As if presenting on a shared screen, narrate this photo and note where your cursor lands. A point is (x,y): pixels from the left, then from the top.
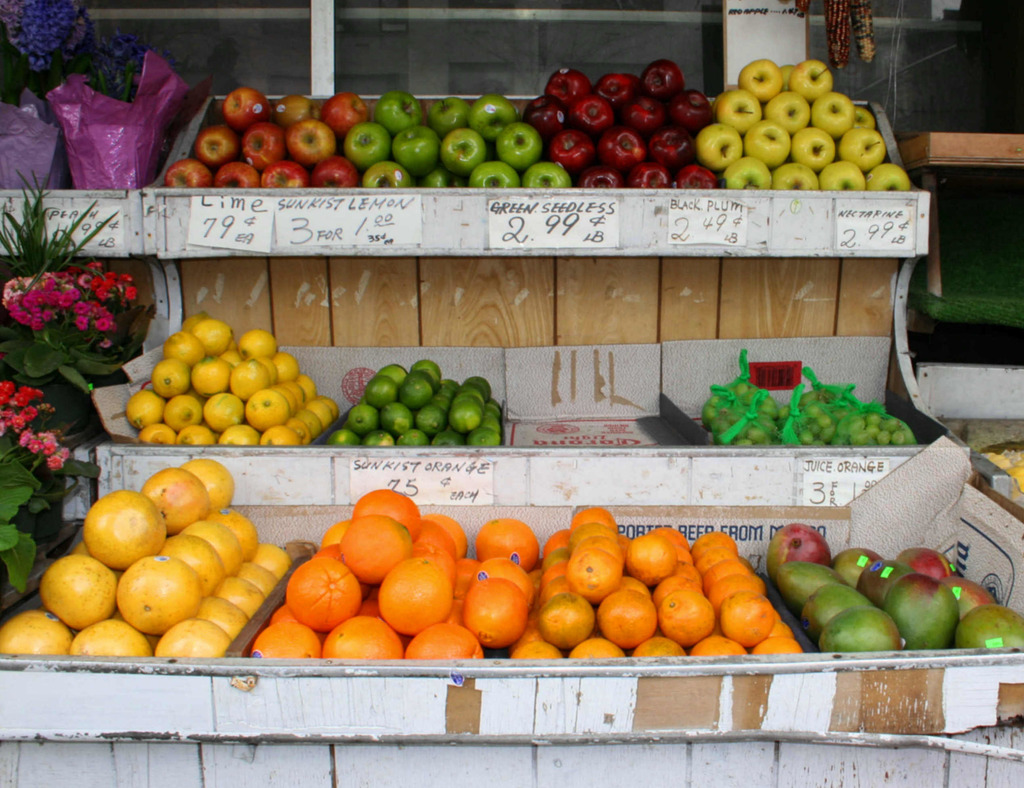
In this picture we can see apples (779,187), oranges (550,602), fruits (402,585) and flower bouquets (30,110) in baskets (596,712) and we can see objects (933,156).
